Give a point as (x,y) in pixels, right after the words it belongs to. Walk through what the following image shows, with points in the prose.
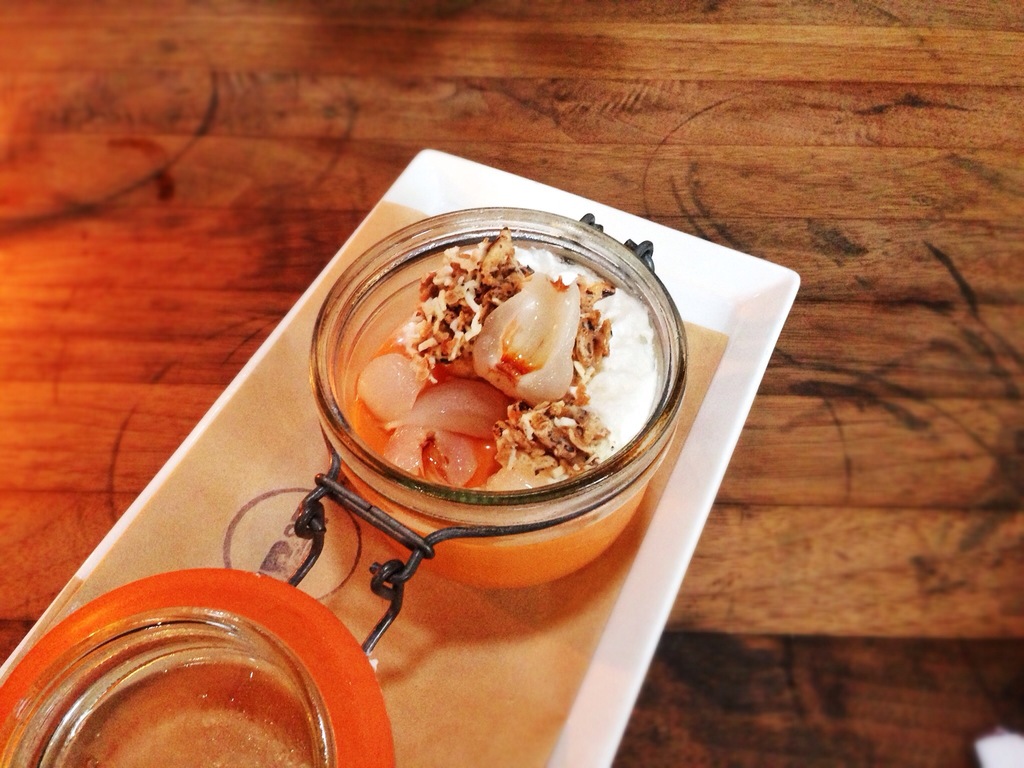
In this image we can see a white plate (570,732) on a wooden surface (820,356). On that there is a glass vessel (480,506) with a food item (483,467). Also there is a glass lid (207,628) with a orange seal (328,651).
